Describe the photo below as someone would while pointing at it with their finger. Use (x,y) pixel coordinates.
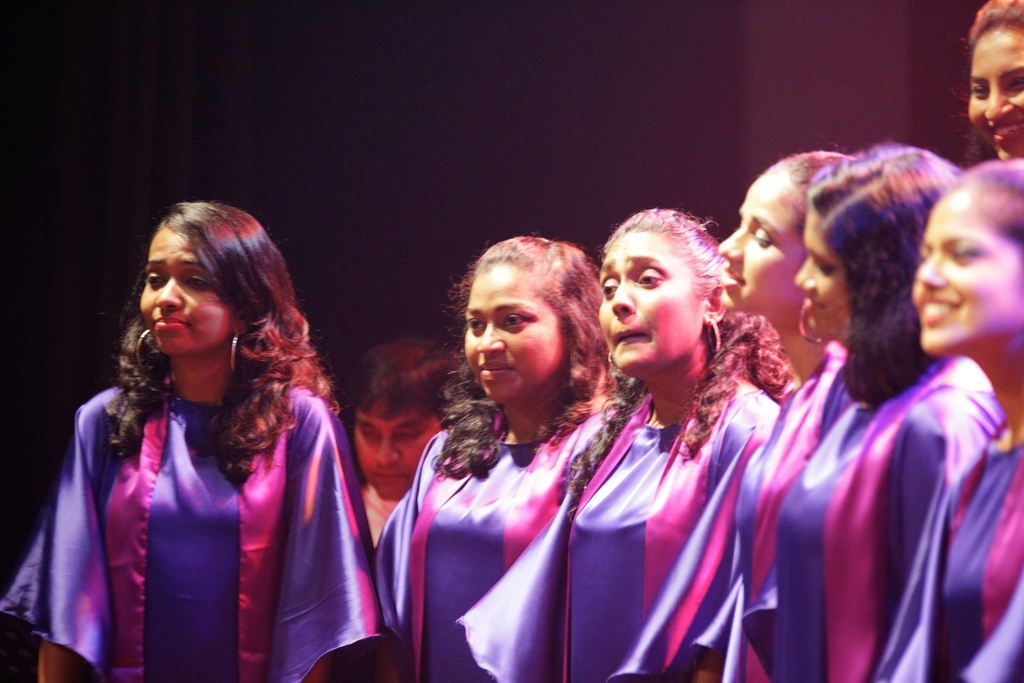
In this picture we can see some women (744,483) are standing, six women (829,523) in the front (344,495) wore graduation gowns (421,499), we can see a dark background (336,33).
